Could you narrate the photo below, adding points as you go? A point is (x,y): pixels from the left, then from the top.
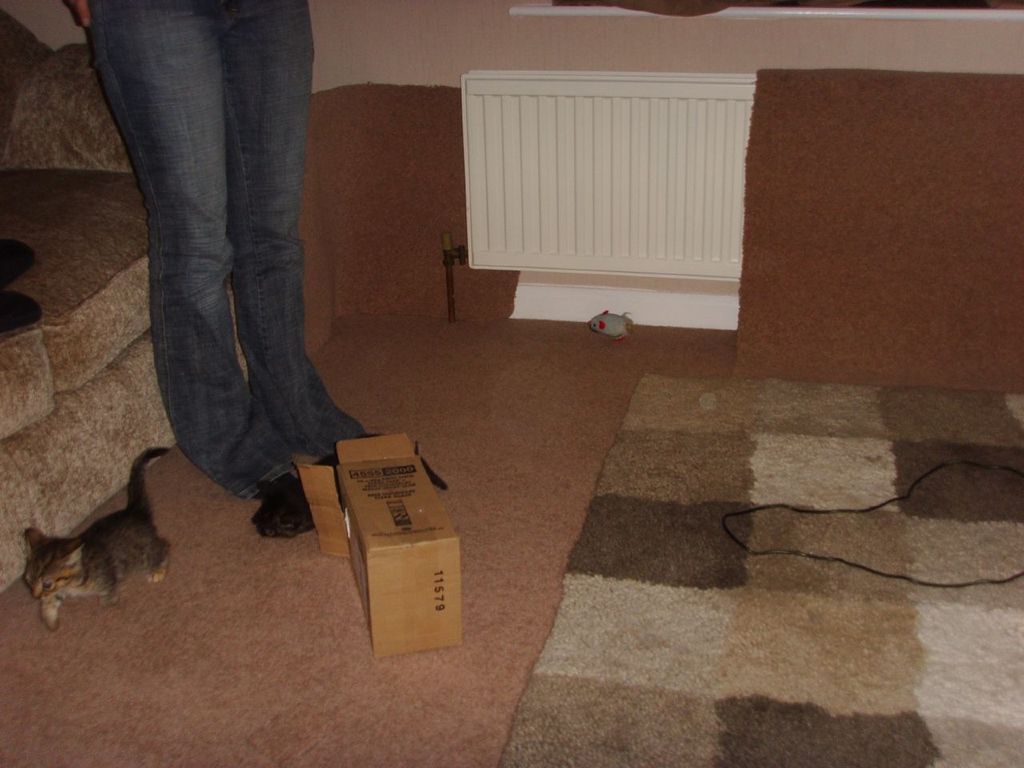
This picture is clicked inside the room (40,651). On the left (273,85) we can see a person (194,214) wearing trousers (261,283) and standing on the ground (233,509) and we can see a kitten (115,548) seems to be walking, we can see the floor mat (811,621), cable (828,560), box (386,551), couch (63,232) and some other objects (732,175). In the background (676,50) we can see the wall (458,24).
